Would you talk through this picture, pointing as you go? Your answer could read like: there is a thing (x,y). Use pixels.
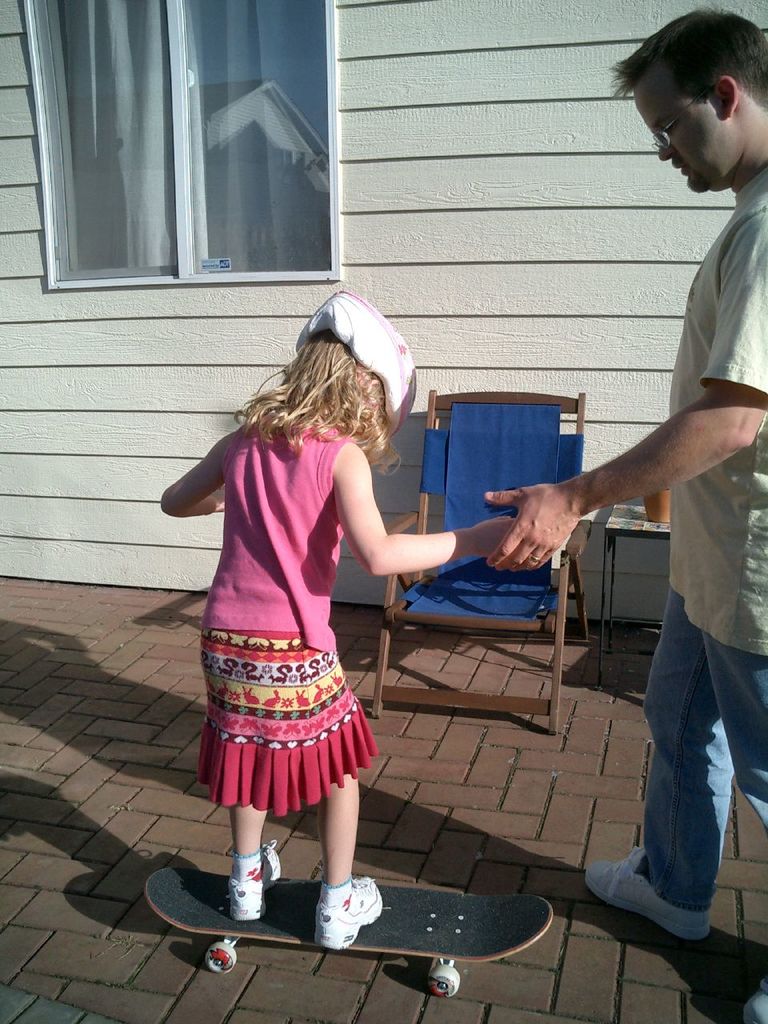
In the image we can see there is a girl (297,500) who is standing on the skateboard (262,925) and a man (723,455) is holding her hand (477,554) and she is wearing a helmet (365,348) in front of her there is a building (380,219).
